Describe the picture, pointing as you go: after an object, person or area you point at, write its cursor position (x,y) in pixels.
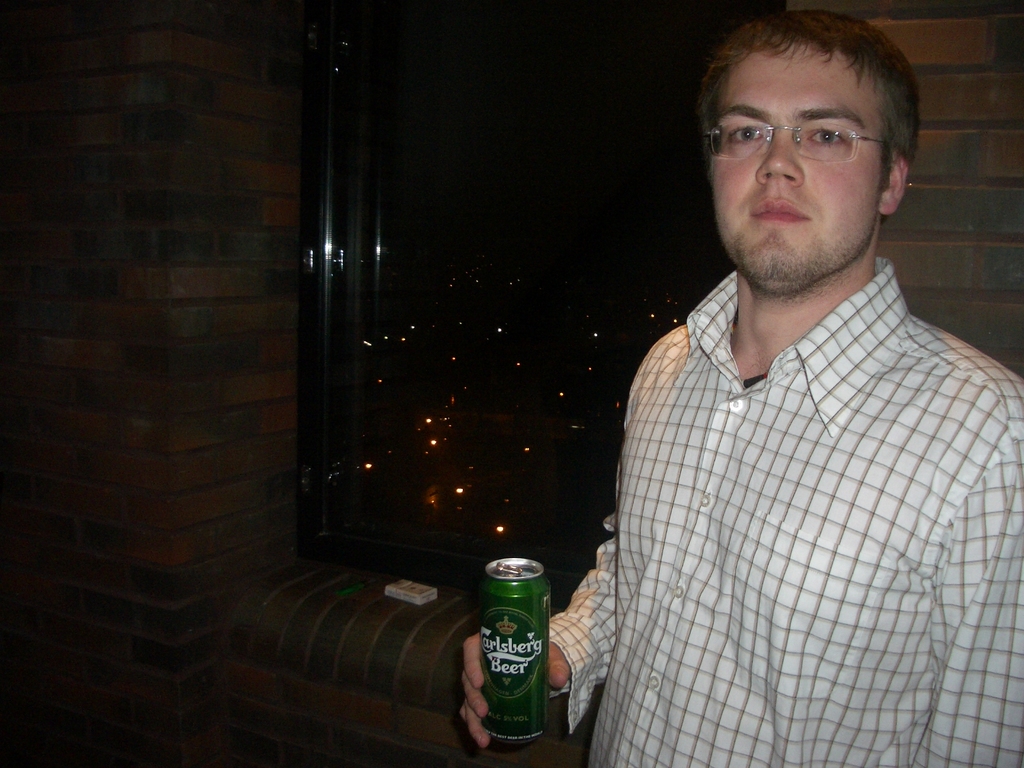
The person (757,515) wearing a white shirt (747,509) is holding a beer (528,648) in his right hand (472,665) there is a window (470,385) behind him.
